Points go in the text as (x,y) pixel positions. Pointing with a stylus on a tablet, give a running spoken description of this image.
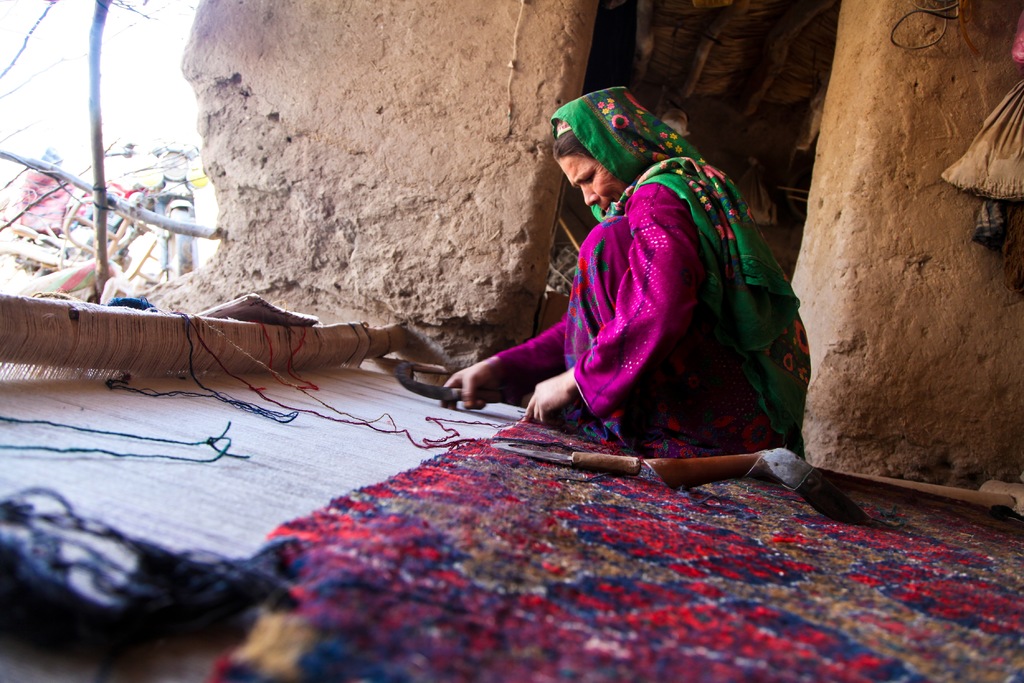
In this image in the center (563,342) there is one woman (612,424) who is sitting and she is holding something in her hand (487,382), at the bottom (667,583) there is a carpet (517,520) and some threads (307,390) and one object (679,460). In the background (416,212) there is a house (726,69), and in the house (682,79) there are some objects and on the left side (139,210) there is one bike (196,185), wooden poles (162,226) and some objects (64,232).
